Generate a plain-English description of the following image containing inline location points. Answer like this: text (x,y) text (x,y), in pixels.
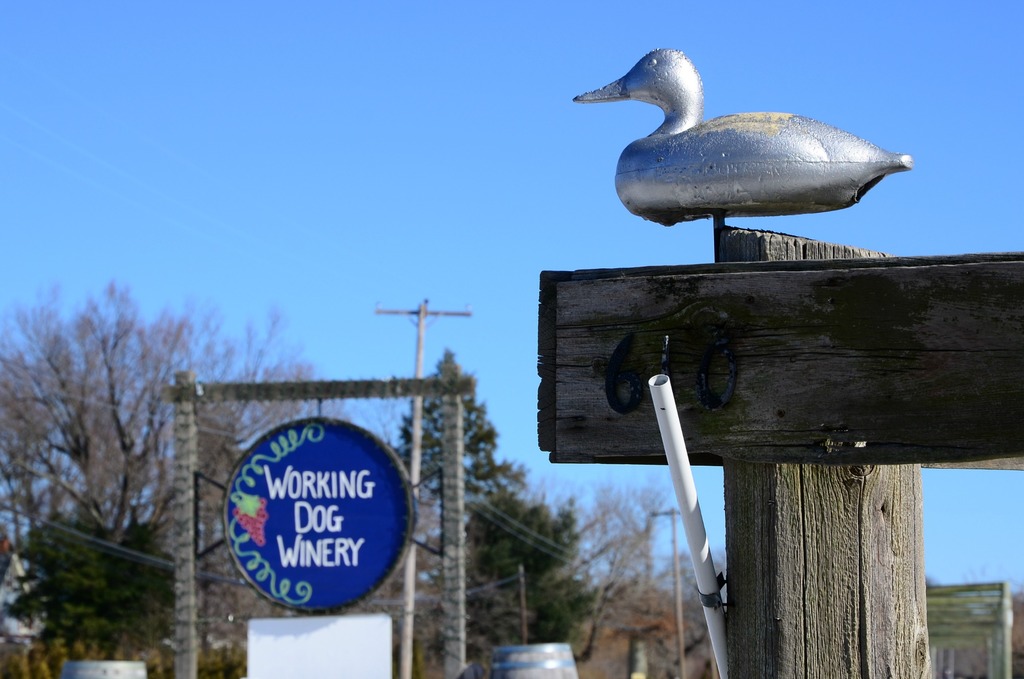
In the foreground of this picture (757,195), there is a duck structure (714,175) to the wood (768,239) on the right (755,150) and there is also a pipe (680,445) to the wood (734,657). In the background (363,473), there is a blue board (323,530), drums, trees (111,422), cables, poles (426,319) and the sky (375,158).
